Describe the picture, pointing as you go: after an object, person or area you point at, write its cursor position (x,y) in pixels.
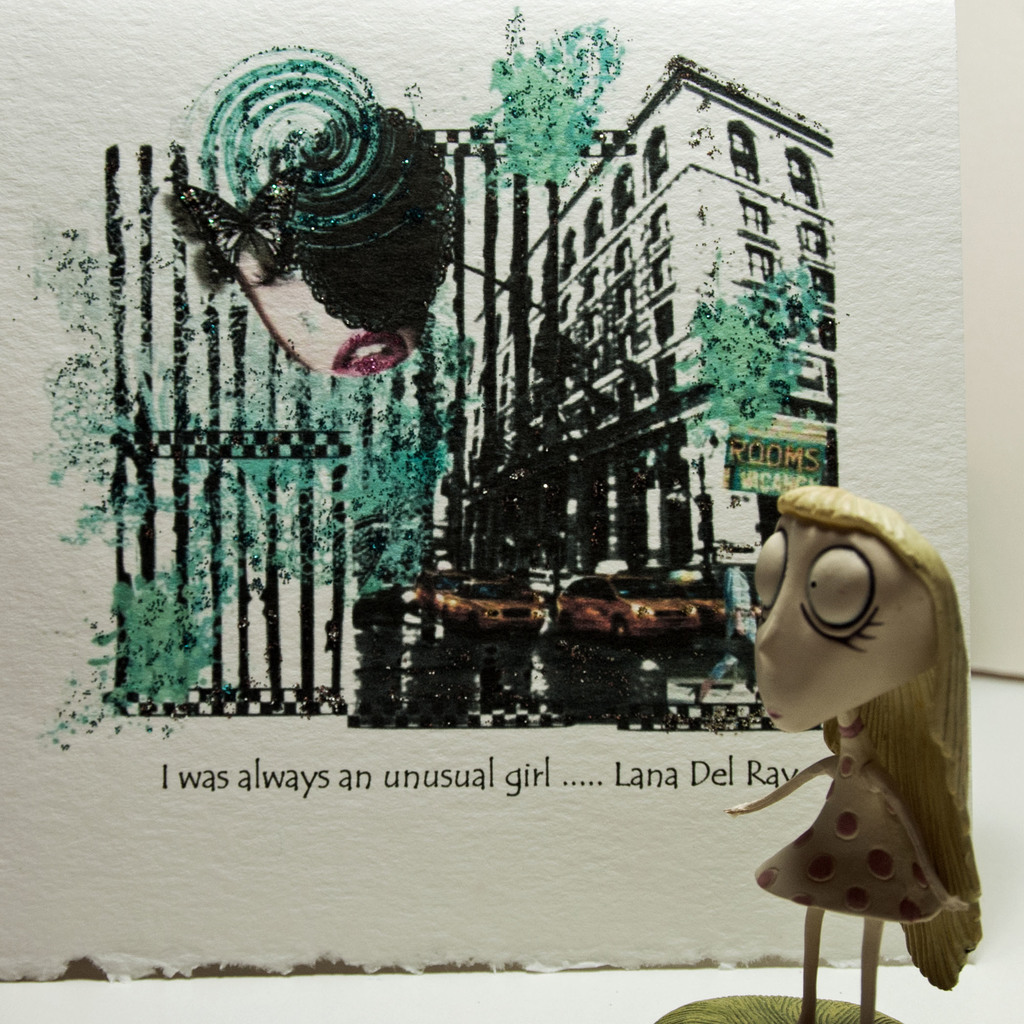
In this picture we can see a toy (845,809) in the front (845,809), in the background (729,780) there is a board (632,765), we can see picture (690,288) of a building (630,304), cars (641,600) and some text (520,789) on the board (539,506).
